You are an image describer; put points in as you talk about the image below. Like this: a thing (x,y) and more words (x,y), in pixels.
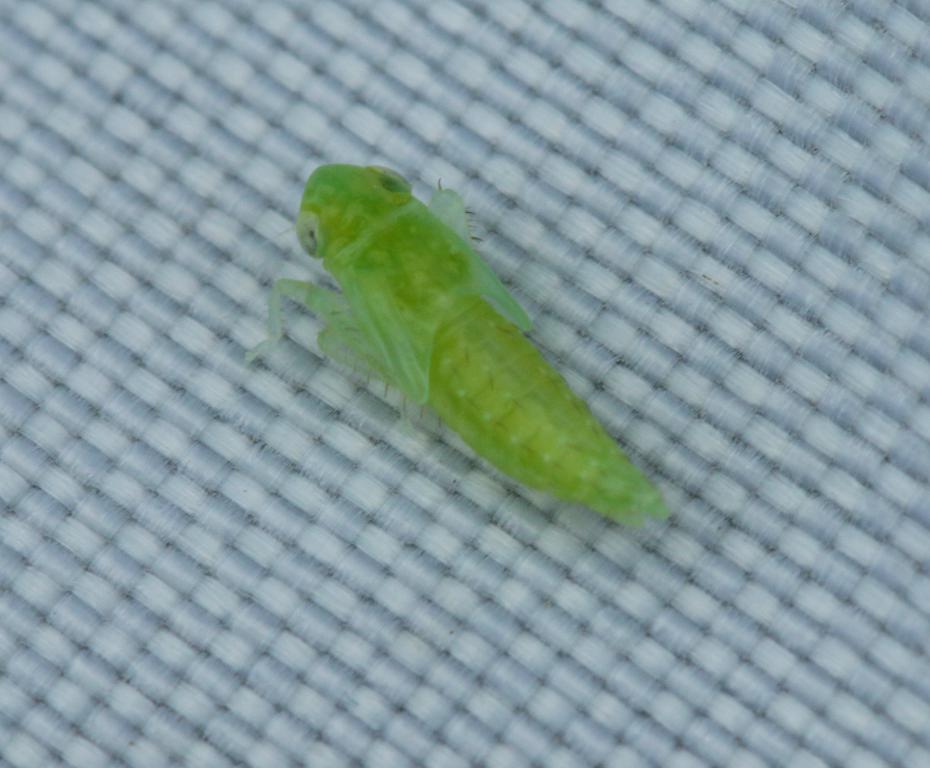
In this image we can see a insect (367,339) on the surface (540,600).
